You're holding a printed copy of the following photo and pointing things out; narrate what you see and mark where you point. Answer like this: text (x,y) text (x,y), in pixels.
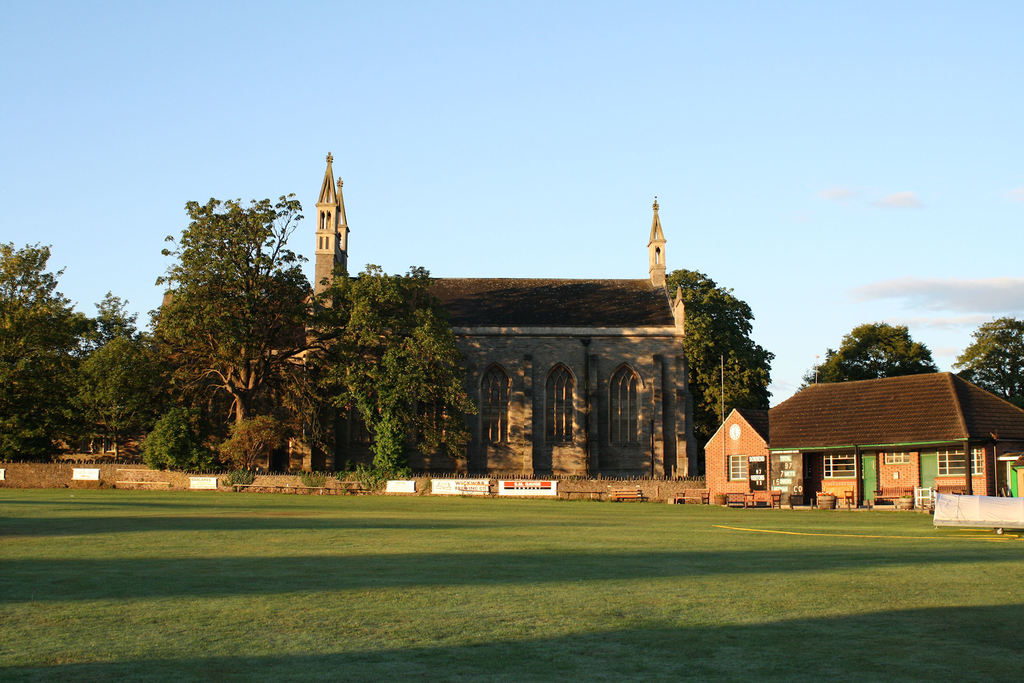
In this image I can see a garden (561,550) and in the middle (347,454) I can see, there are some trees (166,436) and house (687,400) and background (831,317) is the sky (575,254).
